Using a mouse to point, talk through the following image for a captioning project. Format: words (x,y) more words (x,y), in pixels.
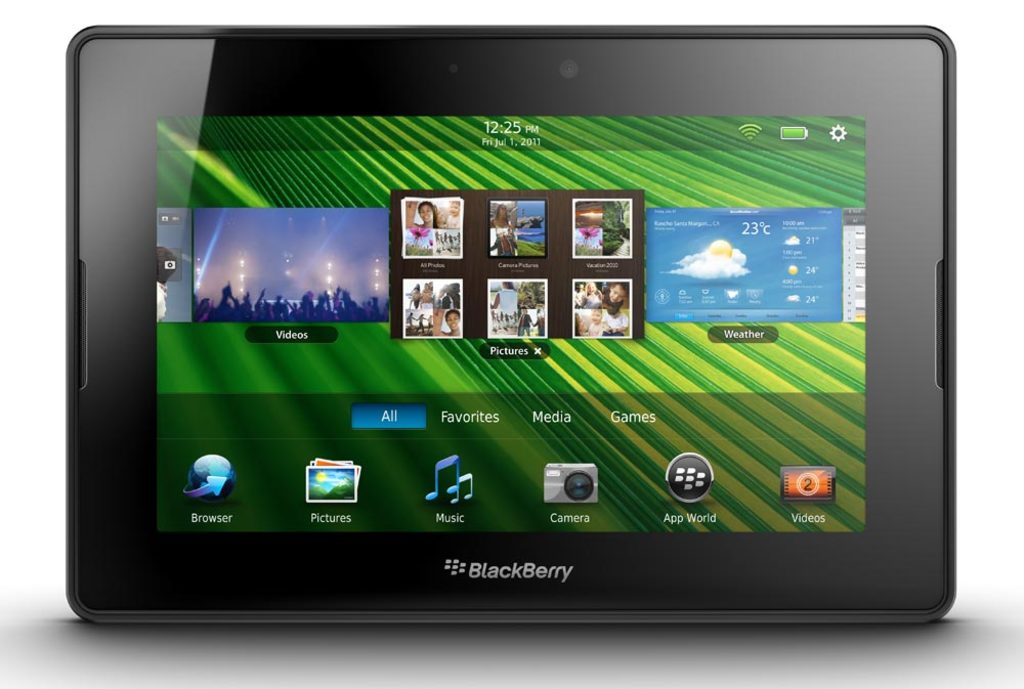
In this image I can see the white colored surface (620,658) and on it I can see a electronic device (748,597) which is black in color. I can see few applications (326,482) and the green colored wallpaper (687,397). I can see the white colored background (19,138).
